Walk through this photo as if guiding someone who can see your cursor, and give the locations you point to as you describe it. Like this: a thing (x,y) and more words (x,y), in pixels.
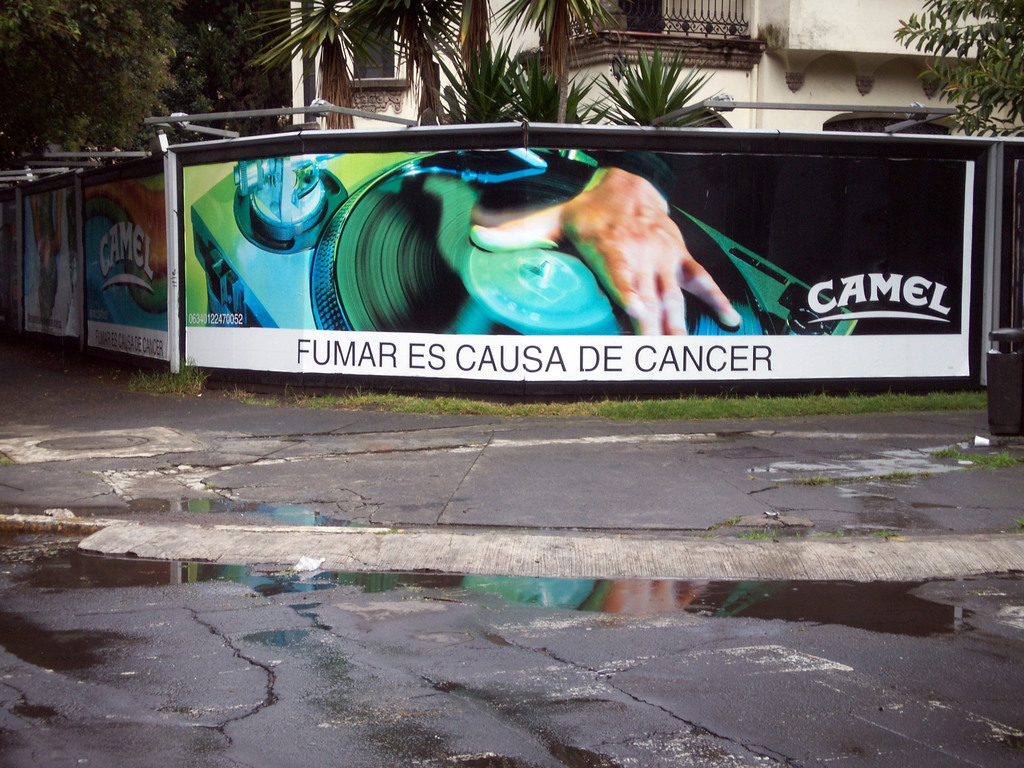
In this picture I can see water (517,582) on the road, there are boards (438,291), there is a building (746,12) and there are trees (407,77).
